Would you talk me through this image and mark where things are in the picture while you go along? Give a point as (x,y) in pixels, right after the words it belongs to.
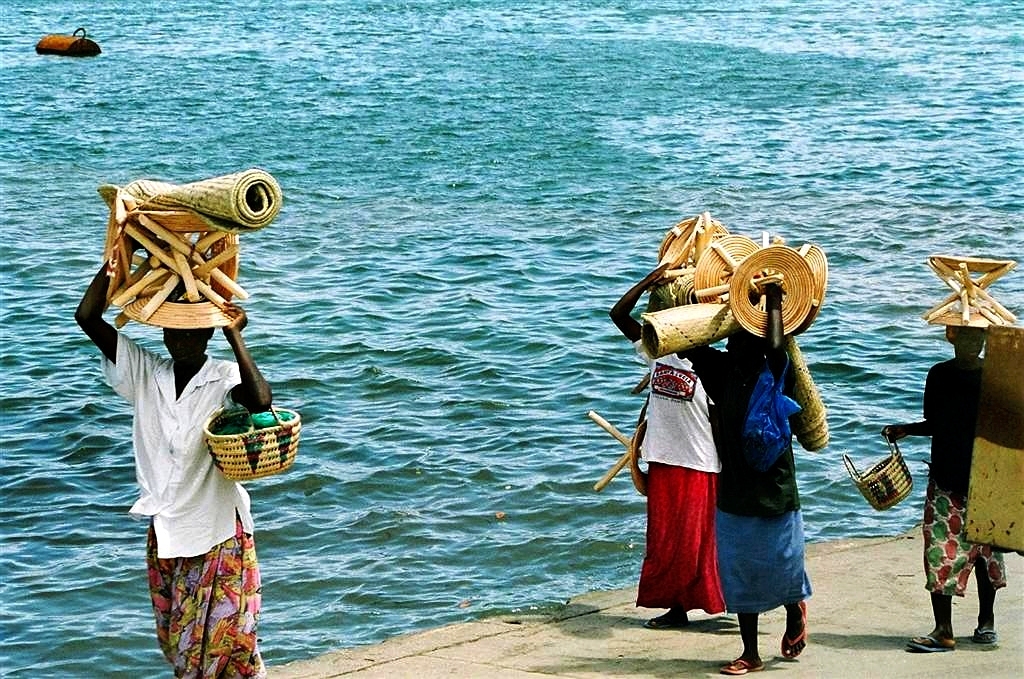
In this picture I can see four persons (683,466) standing and holding baskets (890,471), mats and some other objects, and in the background (64,44) there is an object (66,42) floating on the water (165,87).
